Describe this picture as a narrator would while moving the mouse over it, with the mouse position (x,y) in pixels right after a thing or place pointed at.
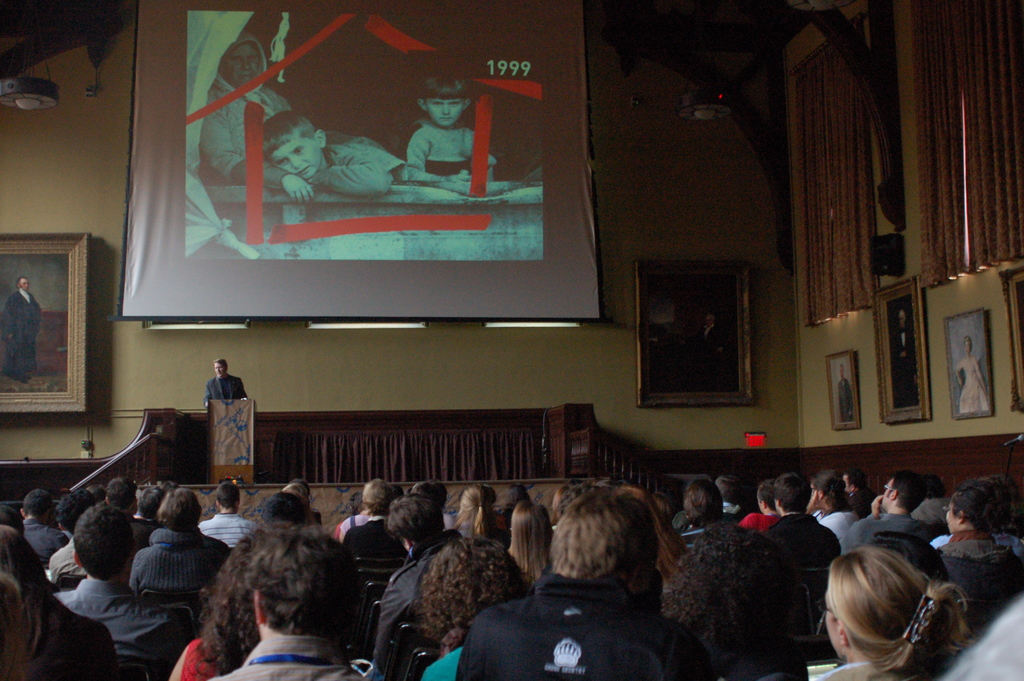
At the bottom (301,534) I can see a crowd (325,567) is sitting on the chairs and a person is standing on the stage (267,473) in front of a table (229,442). In the background (257,460) I can see a wall (83,133), photo frames (48,326), screen (319,177), chandelier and curtains (837,256). This image is taken in a hall (762,118).
